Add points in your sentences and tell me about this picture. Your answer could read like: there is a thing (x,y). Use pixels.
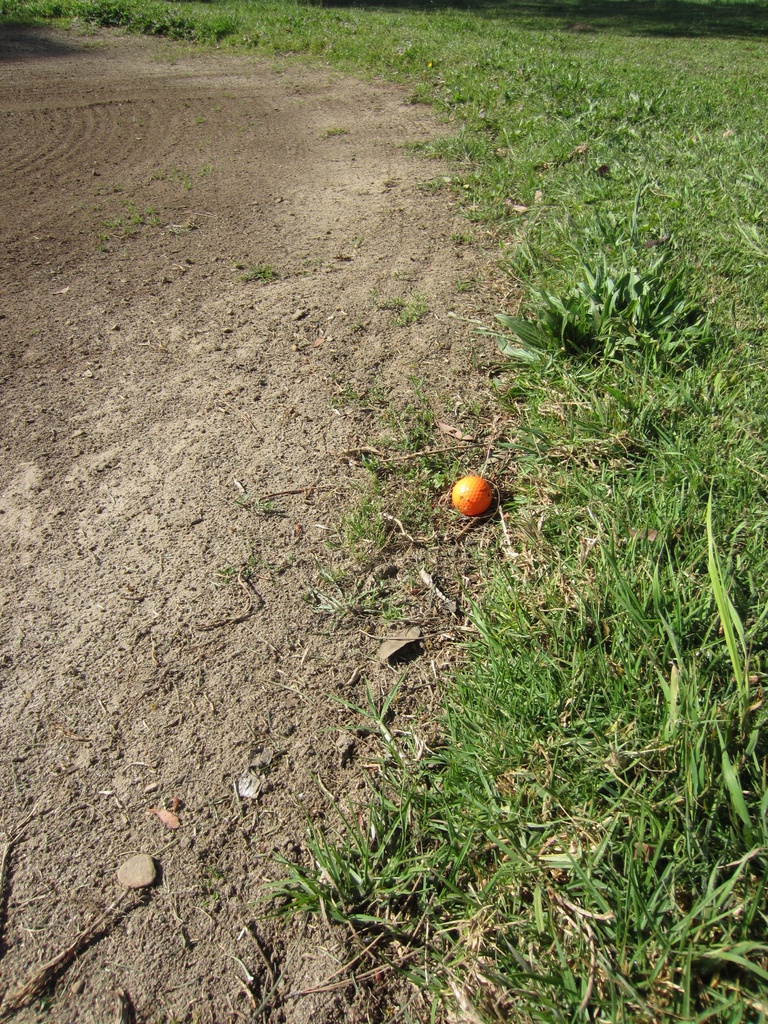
In this image on the right side (634,446) there is a grass (625,246) on the ground (321,336) and in the center (478,503) there is a golf ball (472,511) on the ground (41,710).
